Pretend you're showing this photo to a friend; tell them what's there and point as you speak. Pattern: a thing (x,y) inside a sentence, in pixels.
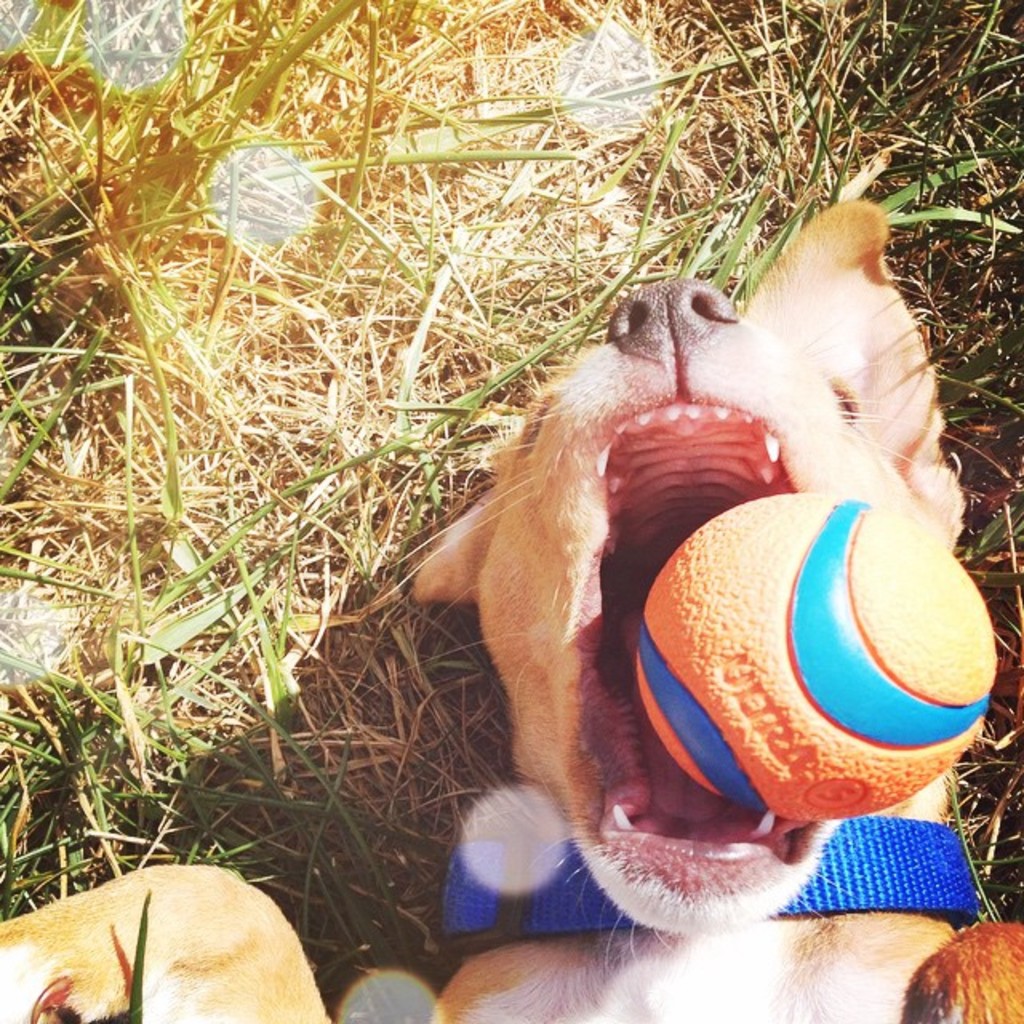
Here we can see a dog (657,506) and there is a ball (839,702) near its mouth (789,822). In the background (332,864) we can see grass (794,226).
